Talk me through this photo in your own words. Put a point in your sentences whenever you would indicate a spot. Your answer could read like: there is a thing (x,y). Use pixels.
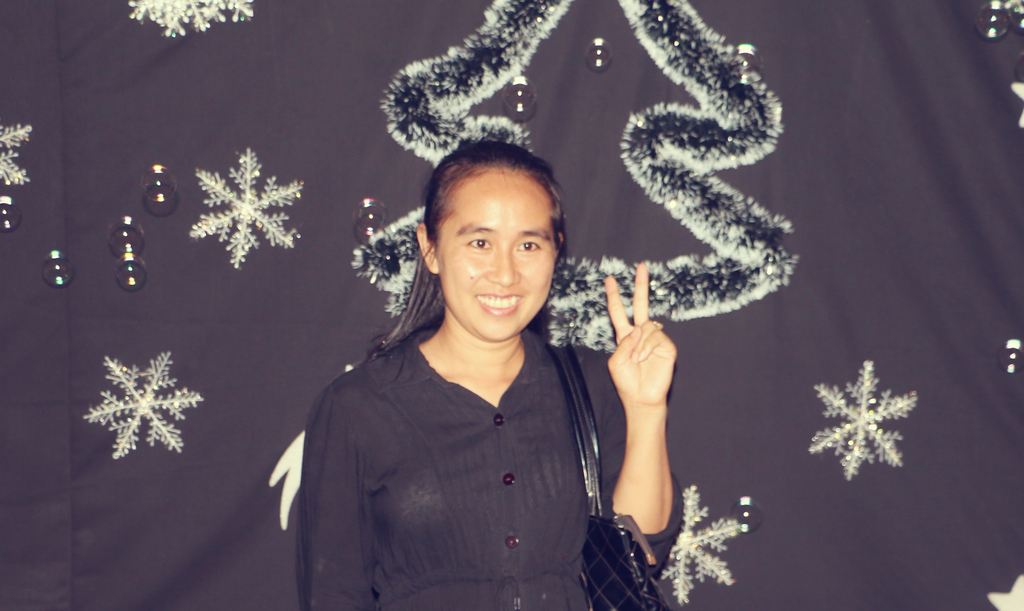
In this image, we can see a person (578,492) carrying a bag (612,552). We can also see some bubbles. In the background (302,160), we can see some design (470,123) on the black colored object (737,325).
